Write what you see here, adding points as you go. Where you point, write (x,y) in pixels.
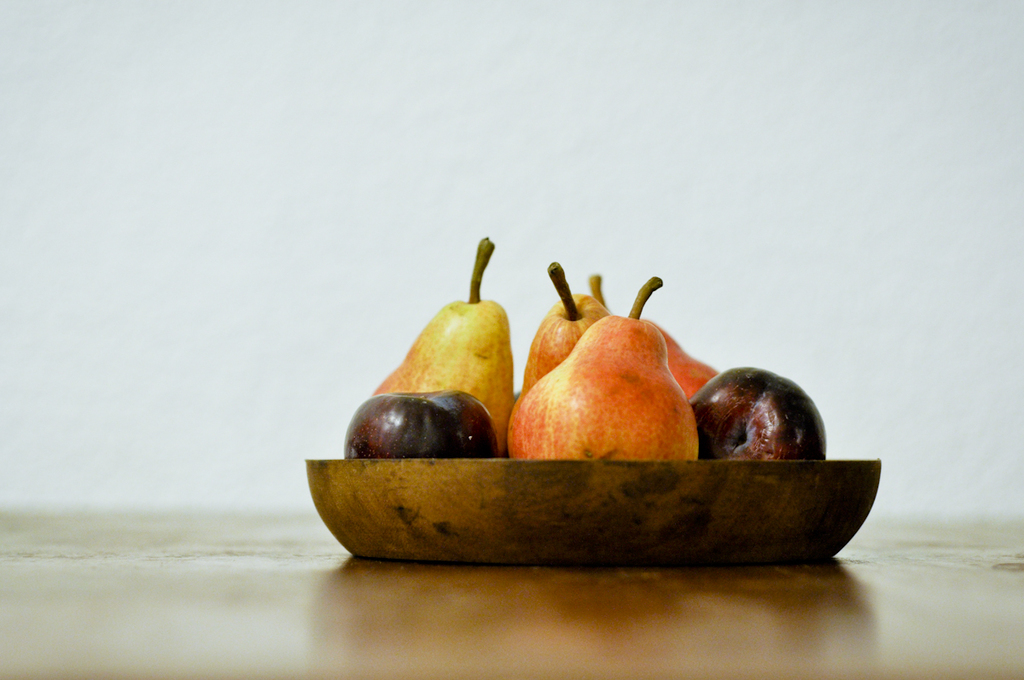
There are some fruits (578,370) kept in a bowl (565,477) and that bowl (438,476) is kept on the surface (426,597) at the bottom of this image (493,608). There is a white color wall (586,210) in the background (205,370).
